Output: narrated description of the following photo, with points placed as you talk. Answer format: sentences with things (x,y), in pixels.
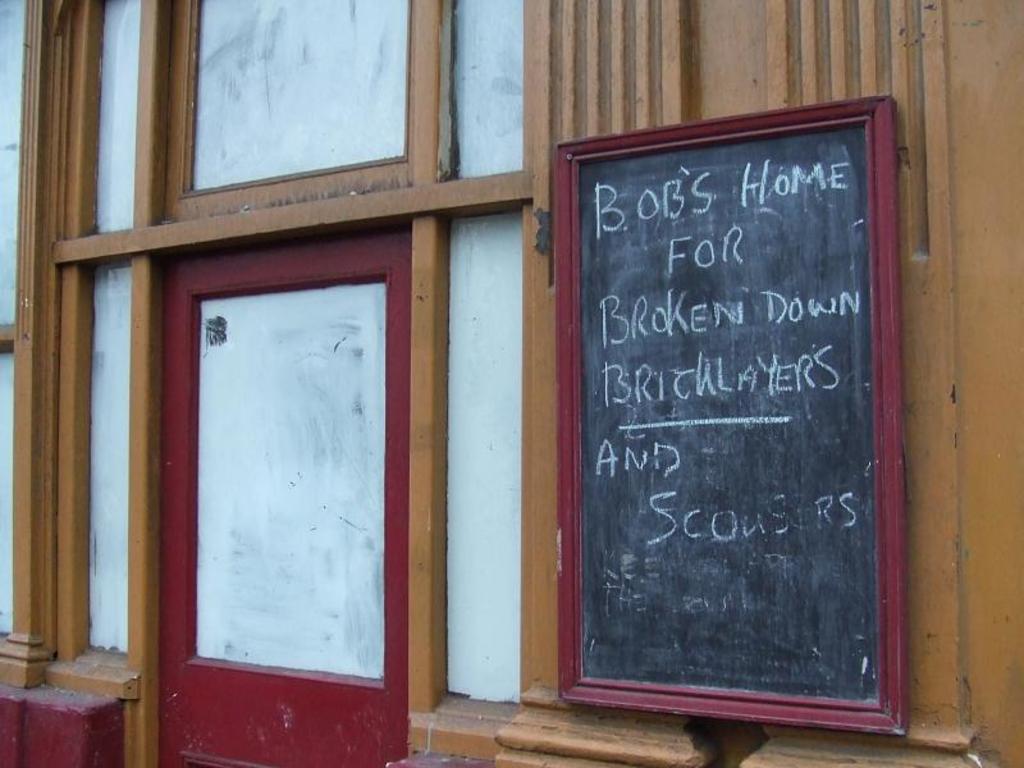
In the picture I can see a black board (706,472) on which we can see some text (721,536) is written is fixed to the wall (994,328). Here we can see the brown, white and maroon color frame (317,148) on the wall (981,130).
